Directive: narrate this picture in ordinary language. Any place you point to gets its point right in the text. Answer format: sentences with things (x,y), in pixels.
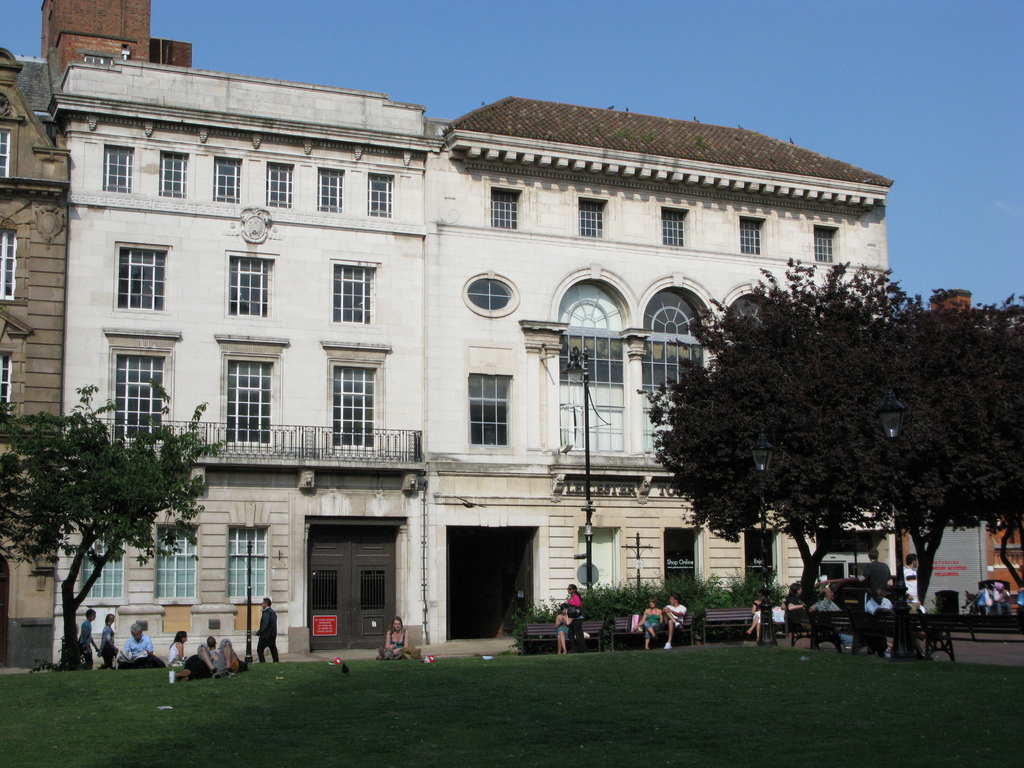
There are some persons (845,640) and this is grass (668,715). Here we can see trees (61,473), poles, boards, benches (837,630), plants (612,600), doors (362,568), windows (562,416), and buildings (380,170). In the background (711,93) there is sky (952,127).
